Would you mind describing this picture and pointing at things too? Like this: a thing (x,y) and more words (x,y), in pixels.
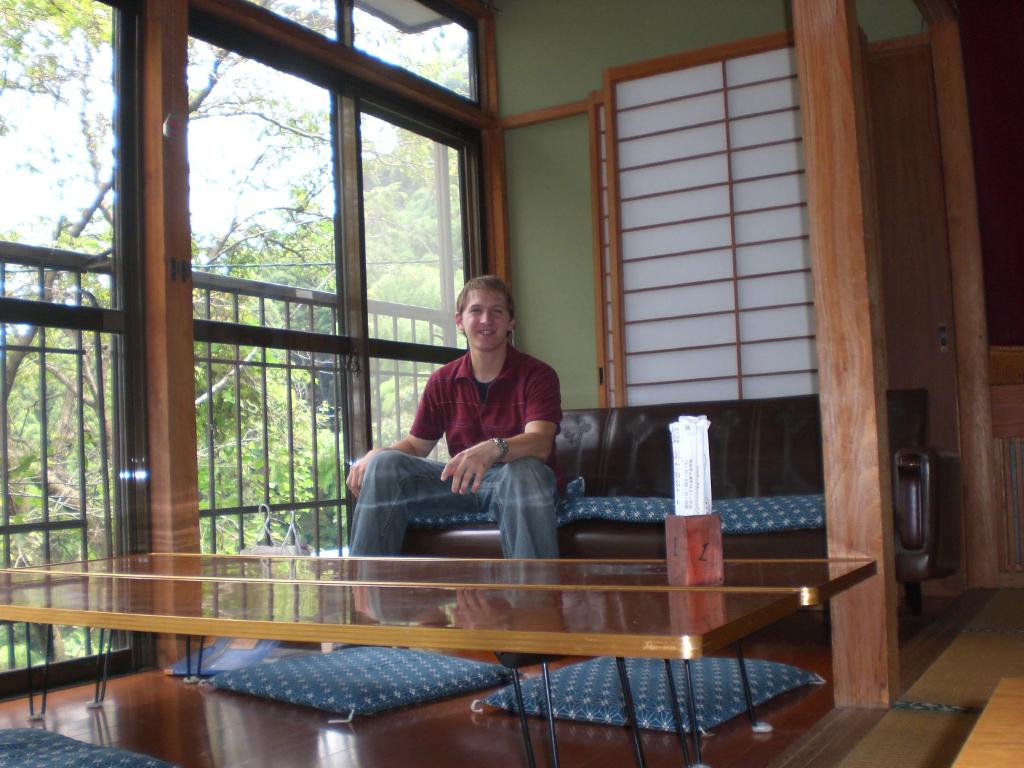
There is a man (467,443) in the room (450,468) sitting on the sofa (667,492) in front of a table (349,584). There is a wooden box (695,551) on the table (591,617) in which some papers (682,474) are placed. In the background (290,318), we can observe railing (242,278) and trees (280,208) here.
